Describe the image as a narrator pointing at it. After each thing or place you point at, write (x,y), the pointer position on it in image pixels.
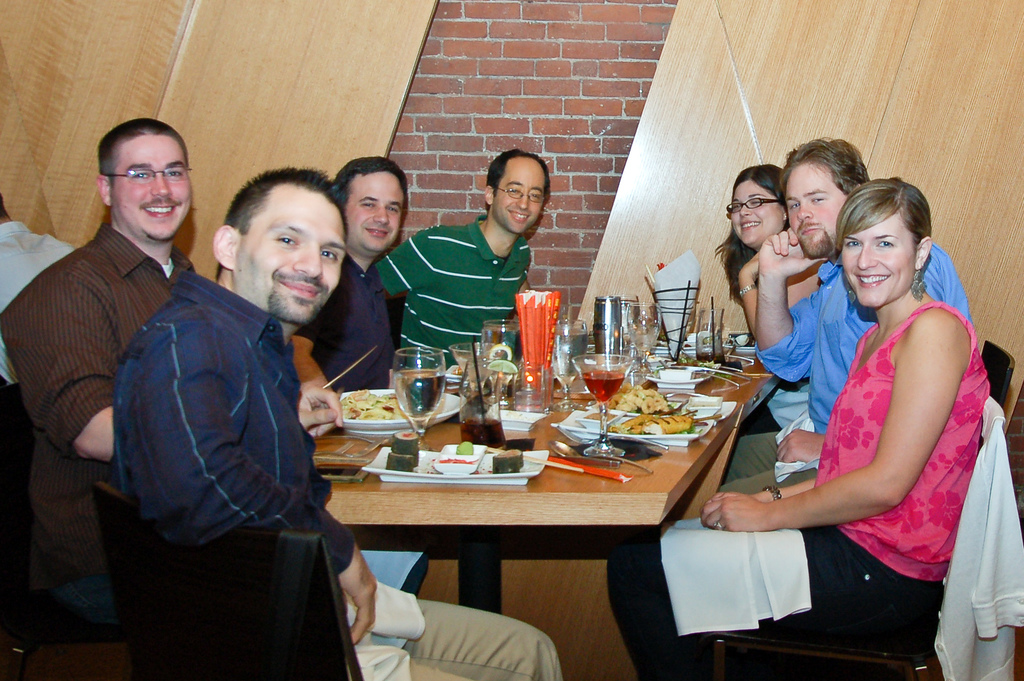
In this image I can see few people (854,471) are sitting on the chairs (844,646) around the table (464,532). Everyone are smiling and giving pose for a picture. In the background (506,113) I can see a wall (540,91). On the table (564,493) I can see some glasses (472,427), plates (387,427), some food items (374,408), bowls (467,469) and some tissue papers (678,317).
